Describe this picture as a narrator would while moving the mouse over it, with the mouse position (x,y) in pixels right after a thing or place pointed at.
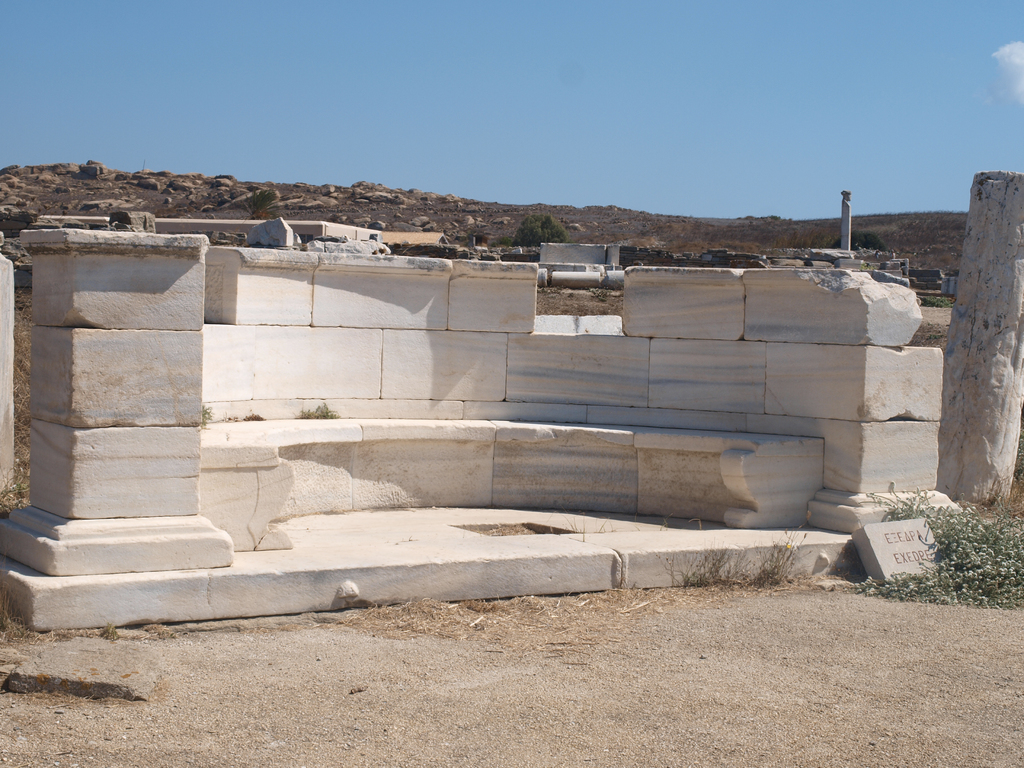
In the foreground of the image (609,735) we can see sand (750,735). In the middle of the image (496,478) we can see marbles (362,431). On the top of the image (523,124) we can see the sky (458,128).
